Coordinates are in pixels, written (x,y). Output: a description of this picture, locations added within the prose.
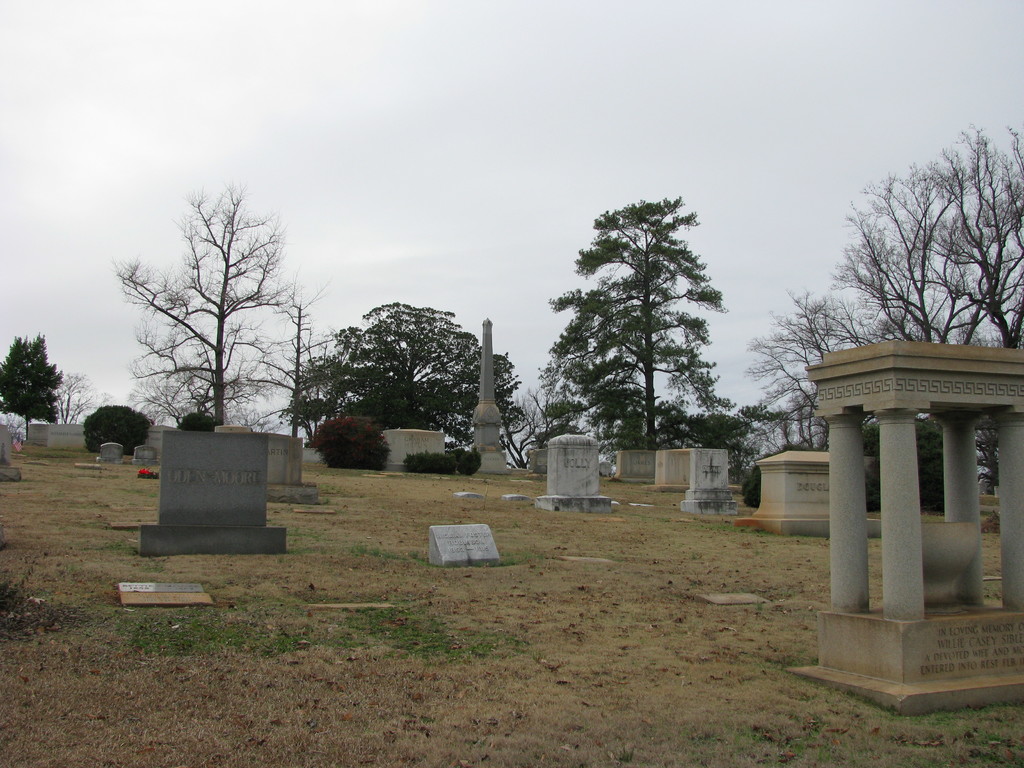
In the picture we can see a graveyard (559,526) on the grass surface (989,729), we can see some graves (923,699) and in the background (384,372), we can see trees (302,381) and behind it we can see the sky (752,317).
